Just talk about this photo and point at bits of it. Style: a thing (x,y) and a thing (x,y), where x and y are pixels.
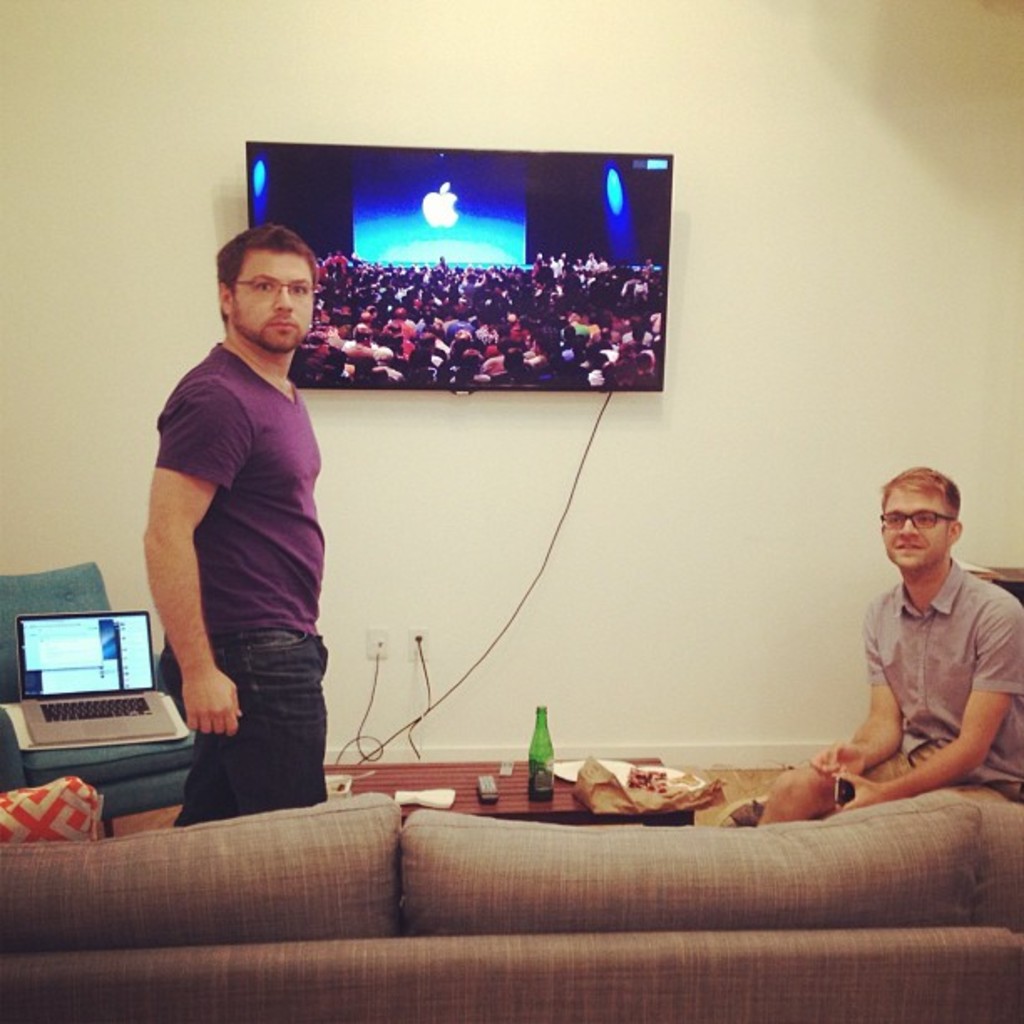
A person (170,504) is standing in this image. At right side (847,774) there is another person (1008,774) is sitting and smiling holding mobile (838,783) in his hand (864,774). At the bottom of the image (411,886) there is a sofa (577,830). Left corner (168,792) there is a chair (118,784) having laptop (60,621) on it. A television (271,143) is mounted on the wall (725,460). There is a table (637,814) in the image and having a bottle (543,721) and a bag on it.
